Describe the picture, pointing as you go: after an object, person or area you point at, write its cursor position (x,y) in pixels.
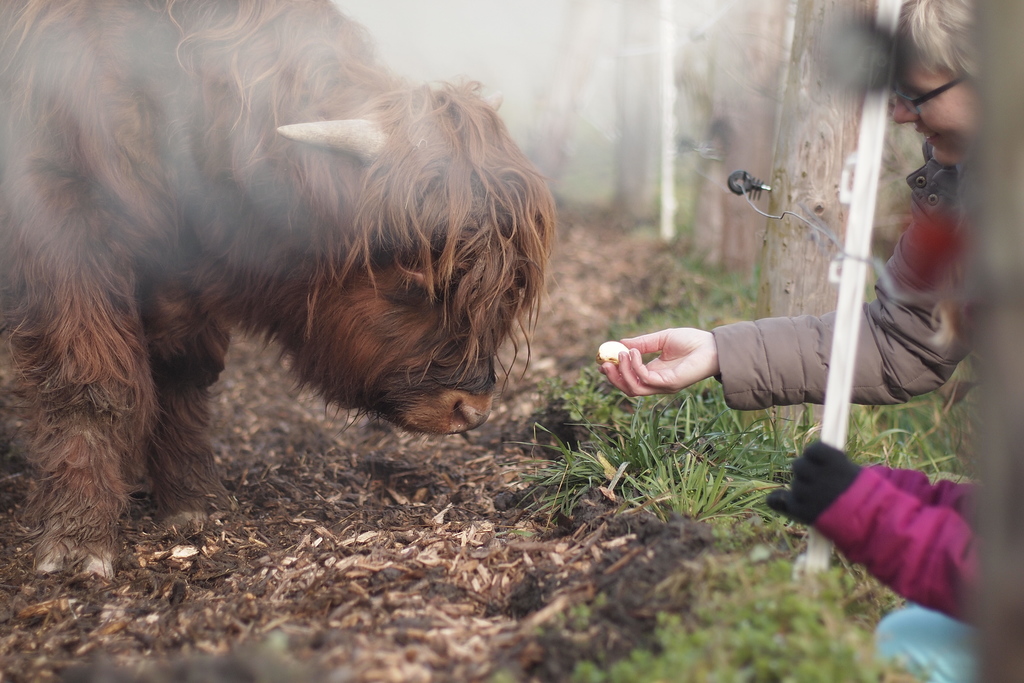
In this image I see an animal (136,192) which is of brown in color and I see 2 persons (829,356) over here in which this person (746,345) is holding a thing (620,346) in hand (668,342) and I see the ground (565,366) on which there is grass (727,501) and I see the white color thing (844,367) over here.
